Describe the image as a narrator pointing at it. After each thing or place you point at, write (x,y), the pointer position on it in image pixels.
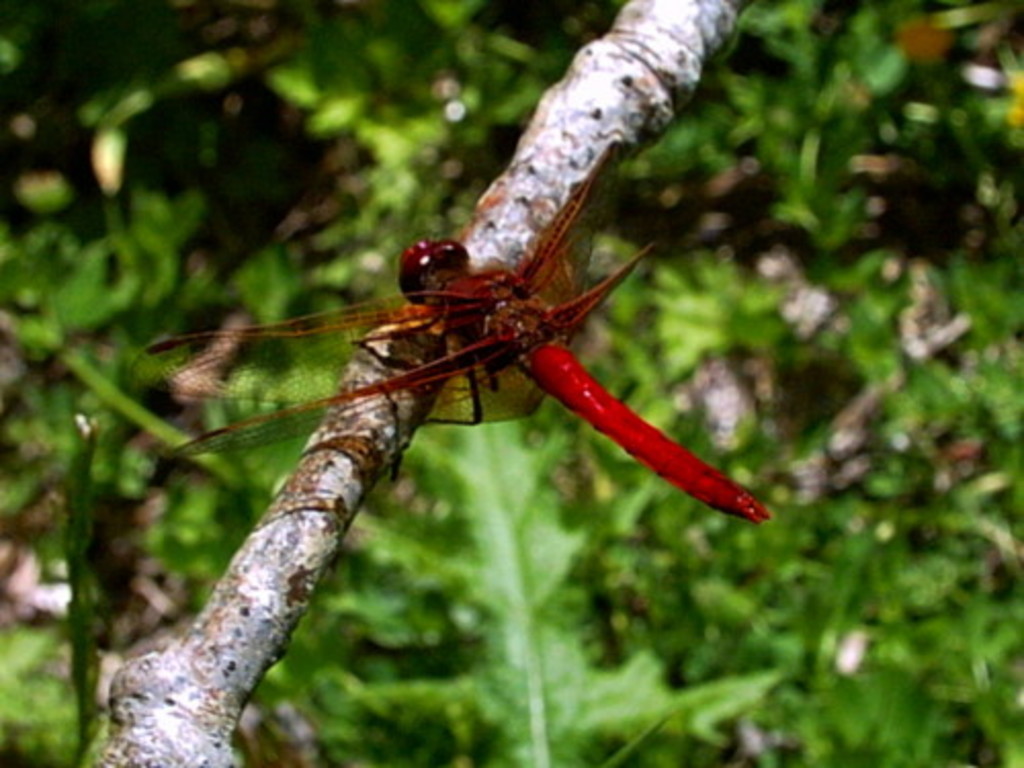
In this image we can see a dragonfly (547,315) on the branch (139,725) of a tree (128,731). The background of the image (731,121) is blur.
